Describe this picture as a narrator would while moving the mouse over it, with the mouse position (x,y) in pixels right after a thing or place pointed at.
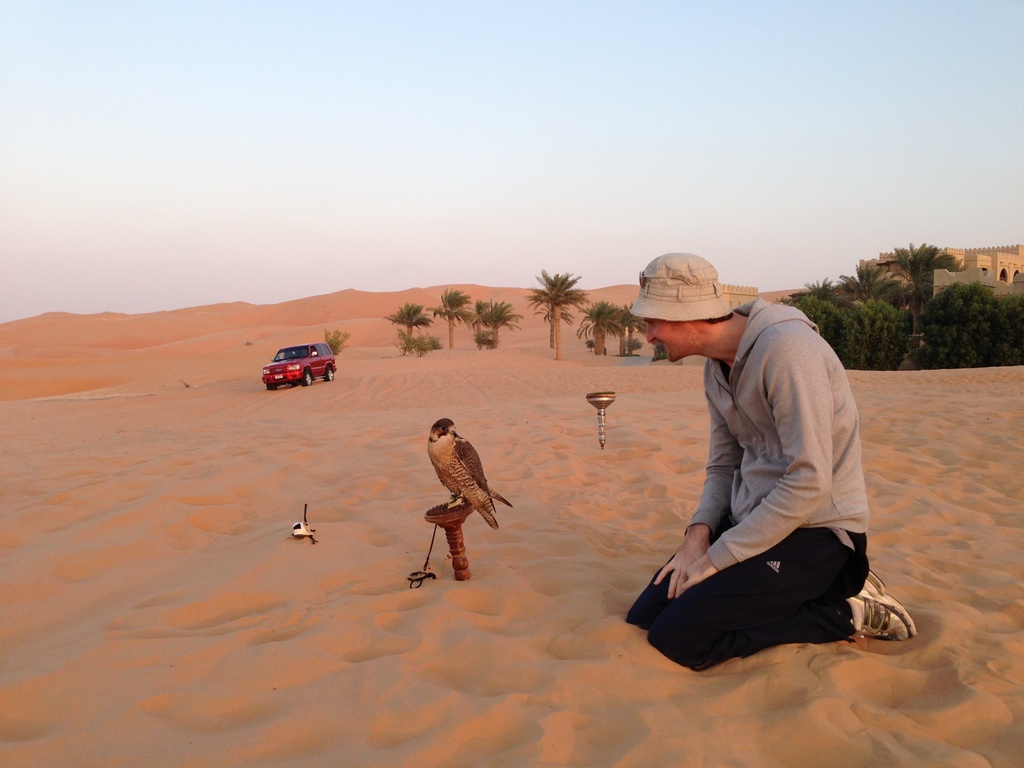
In this picture we can see a man (803,465) and a bird (450,479) in the front (446,467), at the bottom (527,681) there is sand (514,663), on the left side (332,358) we can see a car (322,368), in the background (890,317) there are some trees (884,317), on the right side (1012,289) we can see a fort (991,258), there is the sky (615,117) at the top of the picture (597,116).
